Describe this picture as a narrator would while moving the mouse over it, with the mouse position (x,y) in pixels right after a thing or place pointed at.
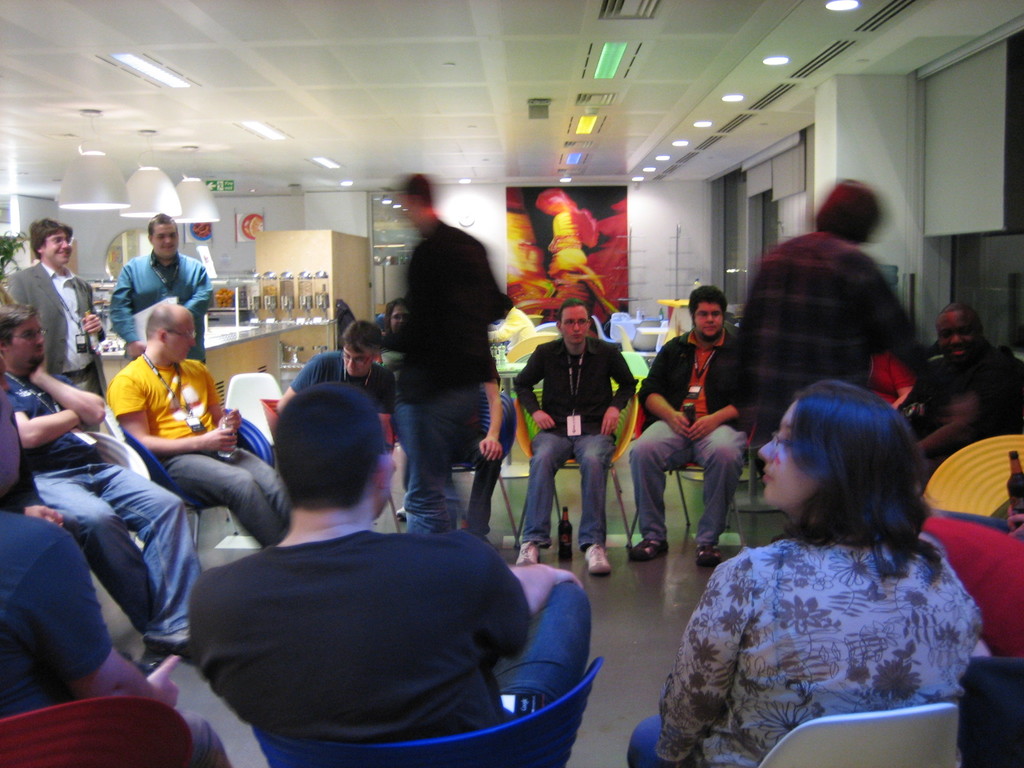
As we can see in the image there are group of people (811,431), chairs (397,756), tables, lights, white color wall (651,225) and banner (536,223).
